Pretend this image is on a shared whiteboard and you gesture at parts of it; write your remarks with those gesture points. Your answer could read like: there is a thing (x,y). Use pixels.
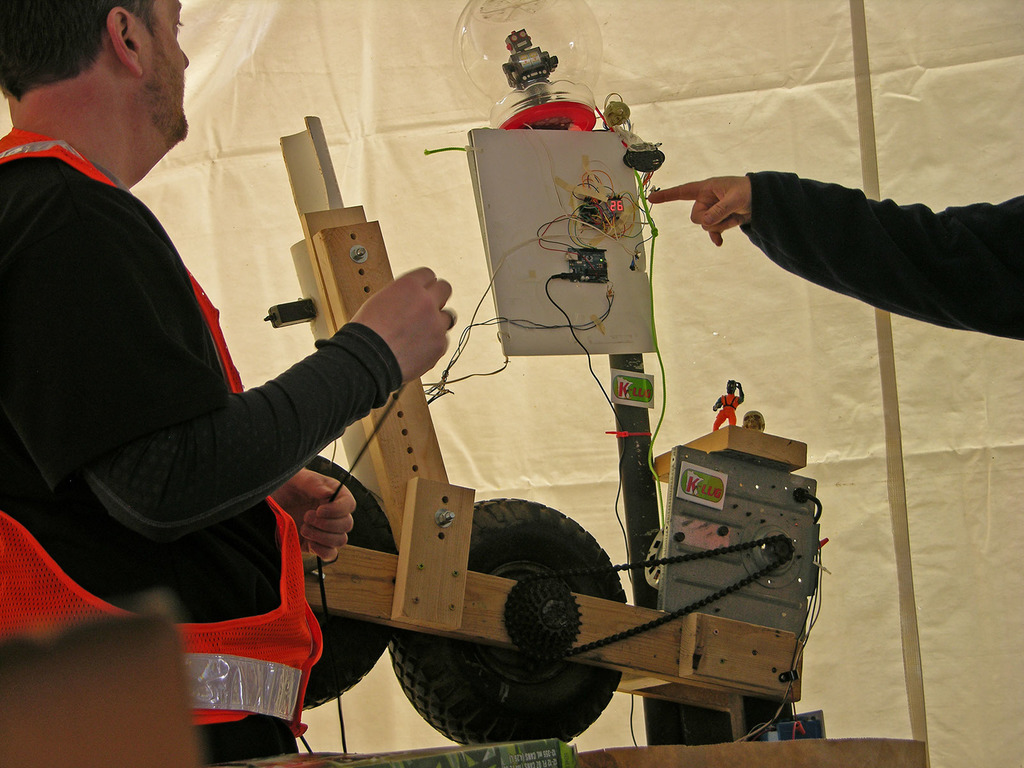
In the picture we can see a man (26,387) standing with orange jacket (301,601) and black T-shirt (4,443) and making some electronic connectors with wires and in the opposite side, we can see a person's hand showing something and in the background (936,695) we can see the tent curtain (698,57).
